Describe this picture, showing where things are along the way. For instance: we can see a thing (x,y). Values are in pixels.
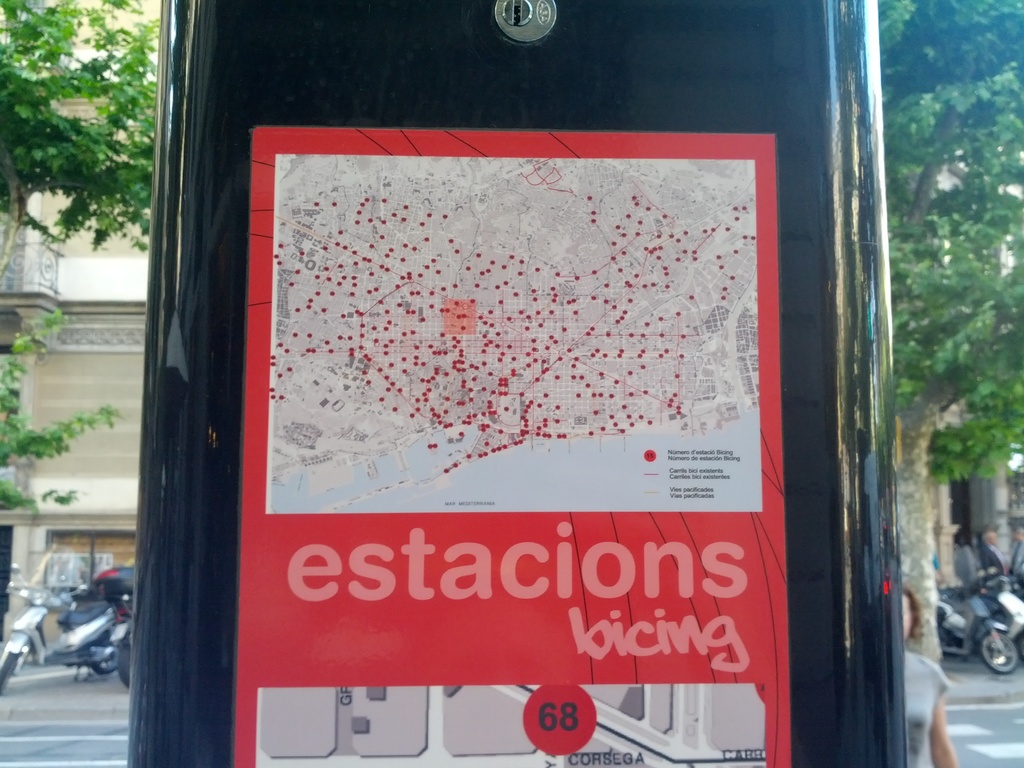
This picture is clicked outside. In the center (379,397) there is a black color object (820,300) on which we can see the picture of a map (438,357) and the text (593,588). In the background (922,740) we can see a person (933,685) and we can see the group of vehicles (955,612) parked on the ground (1008,707) and we can see the group of persons (981,562), trees (60,230) and some houses (75,375).
